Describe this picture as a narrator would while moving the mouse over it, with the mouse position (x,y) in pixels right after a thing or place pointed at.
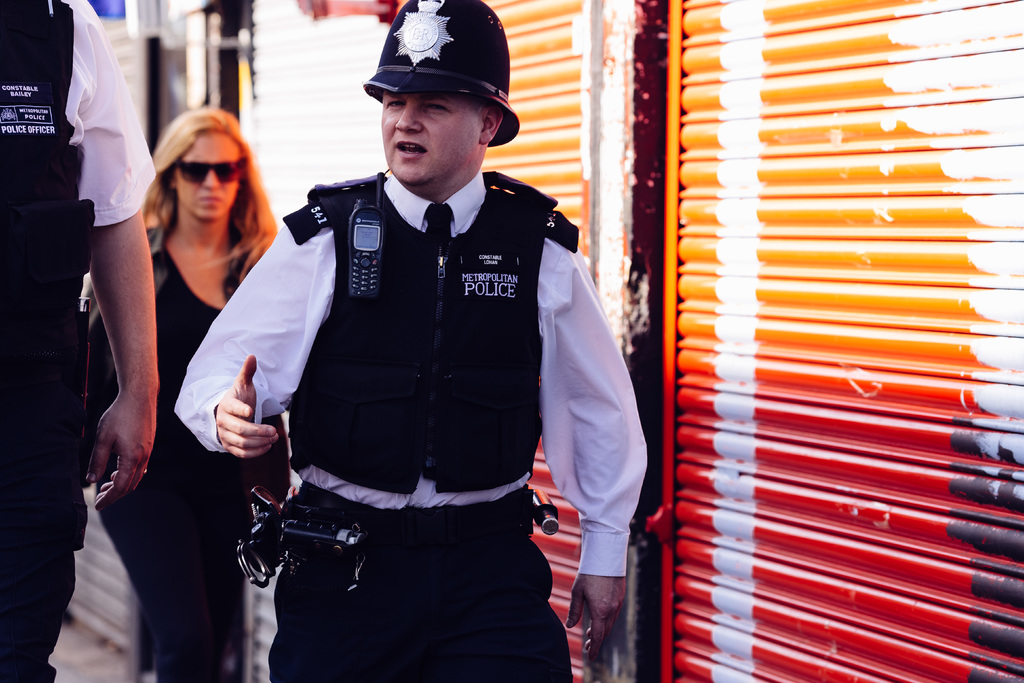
In the image there are two policemen (305,308), behind them there is a woman (192,338) and on the right side (746,237) there are shutters (814,271).
